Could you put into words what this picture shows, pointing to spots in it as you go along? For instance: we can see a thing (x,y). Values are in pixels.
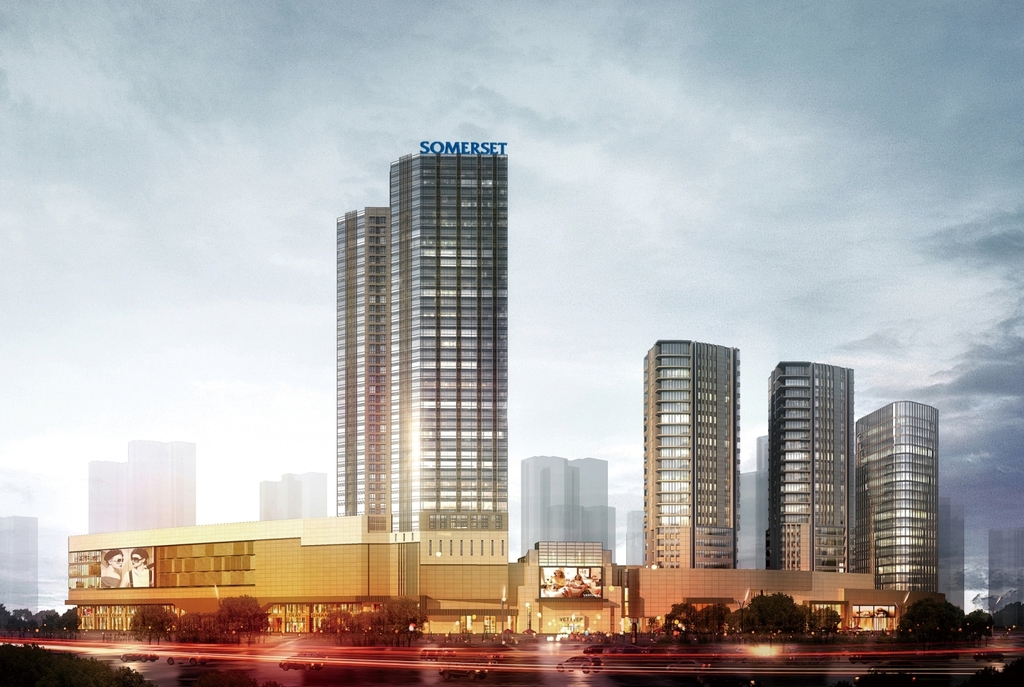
In this image we can see some buildings (633,516), shops (557,553), trees (65,671), road (219,652) on which there are some vehicles (292,666) moving and top of the image (587,145) there is cloudy sky (519,198).
